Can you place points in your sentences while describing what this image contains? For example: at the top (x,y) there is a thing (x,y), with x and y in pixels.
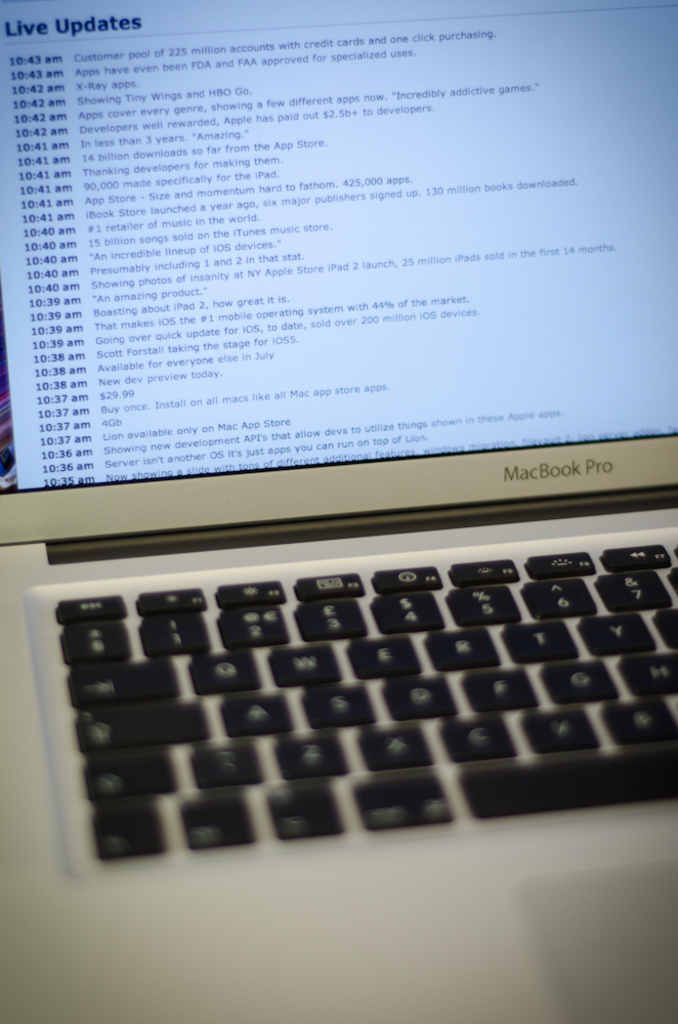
In this image we can see a laptop (242,710). We can see some text (196,215) on the screen (204,245).
